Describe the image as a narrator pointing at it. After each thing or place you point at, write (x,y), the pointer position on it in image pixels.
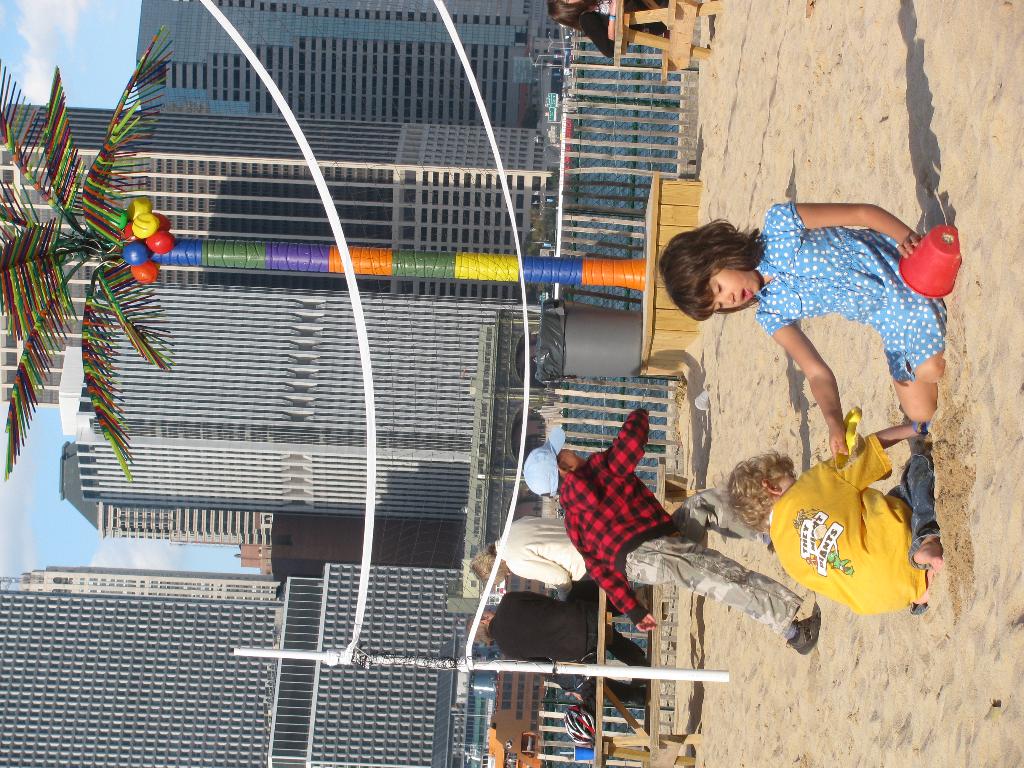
These two kids (918,380) are sitting on sand (995,261) and this kid (914,334) holding mug (953,275) and this boy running and we can see net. Background (446,645) we can see people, buildings (336,375), tree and sky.
